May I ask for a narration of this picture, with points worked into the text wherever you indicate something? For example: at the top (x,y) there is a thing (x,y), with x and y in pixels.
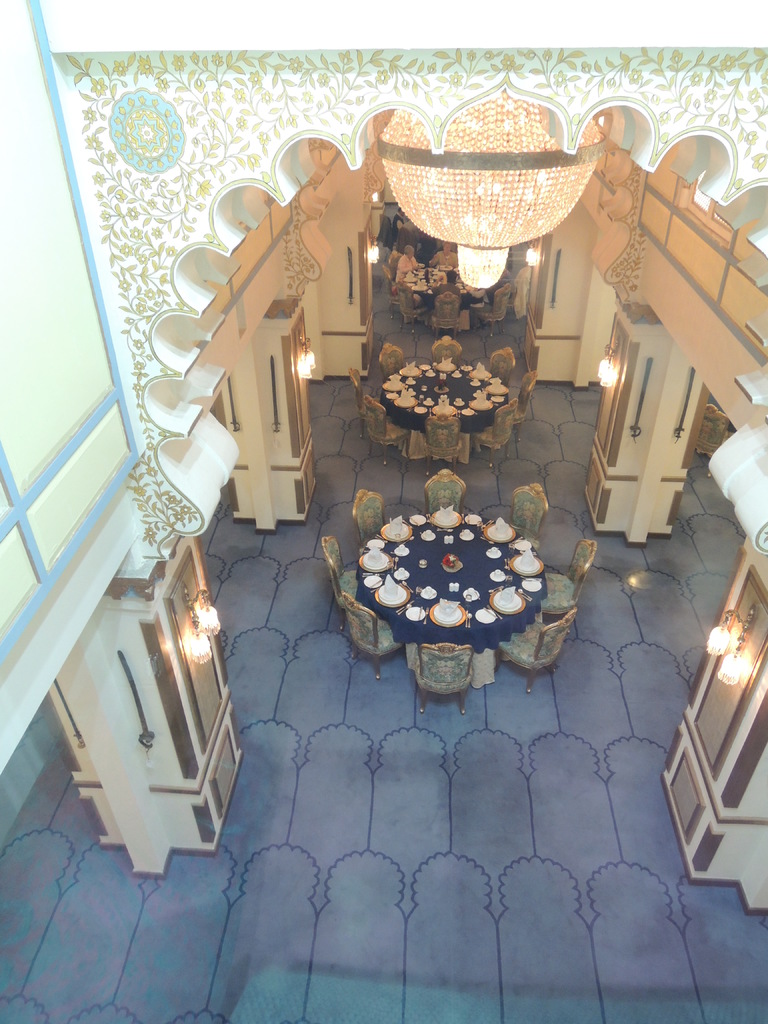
In this image I can see the dining tables (447,386). On the left (201,659) and right side (712,649), I can see the lights (203,624) hanging. At the top (488,232) I can see the light (497,197).
